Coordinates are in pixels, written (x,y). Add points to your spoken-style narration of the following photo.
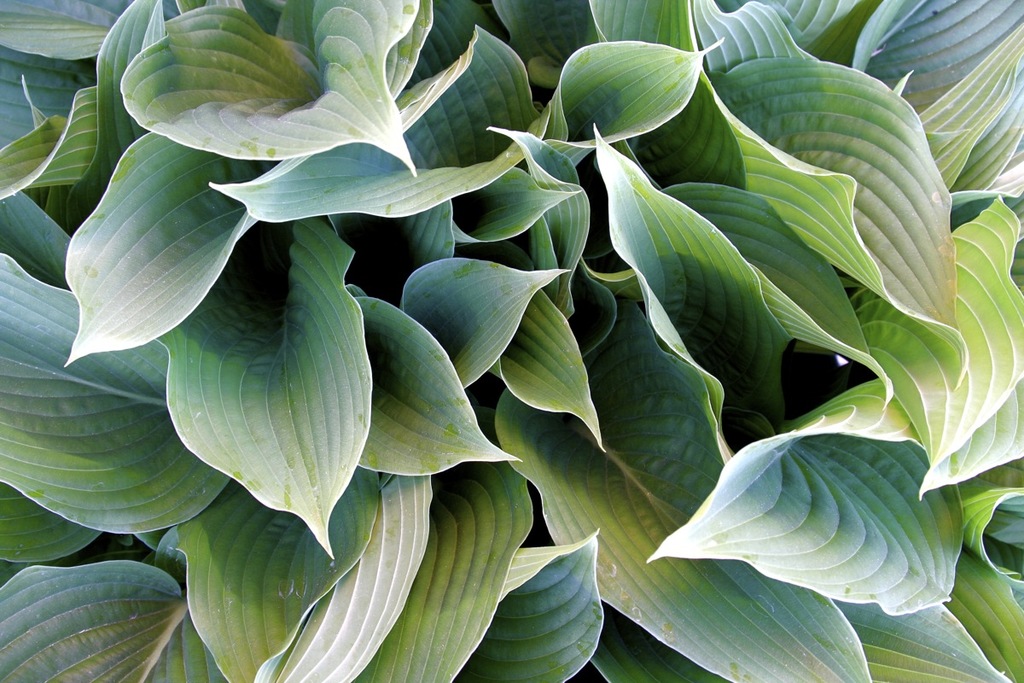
In this picture we can see some leaves (763,100).
